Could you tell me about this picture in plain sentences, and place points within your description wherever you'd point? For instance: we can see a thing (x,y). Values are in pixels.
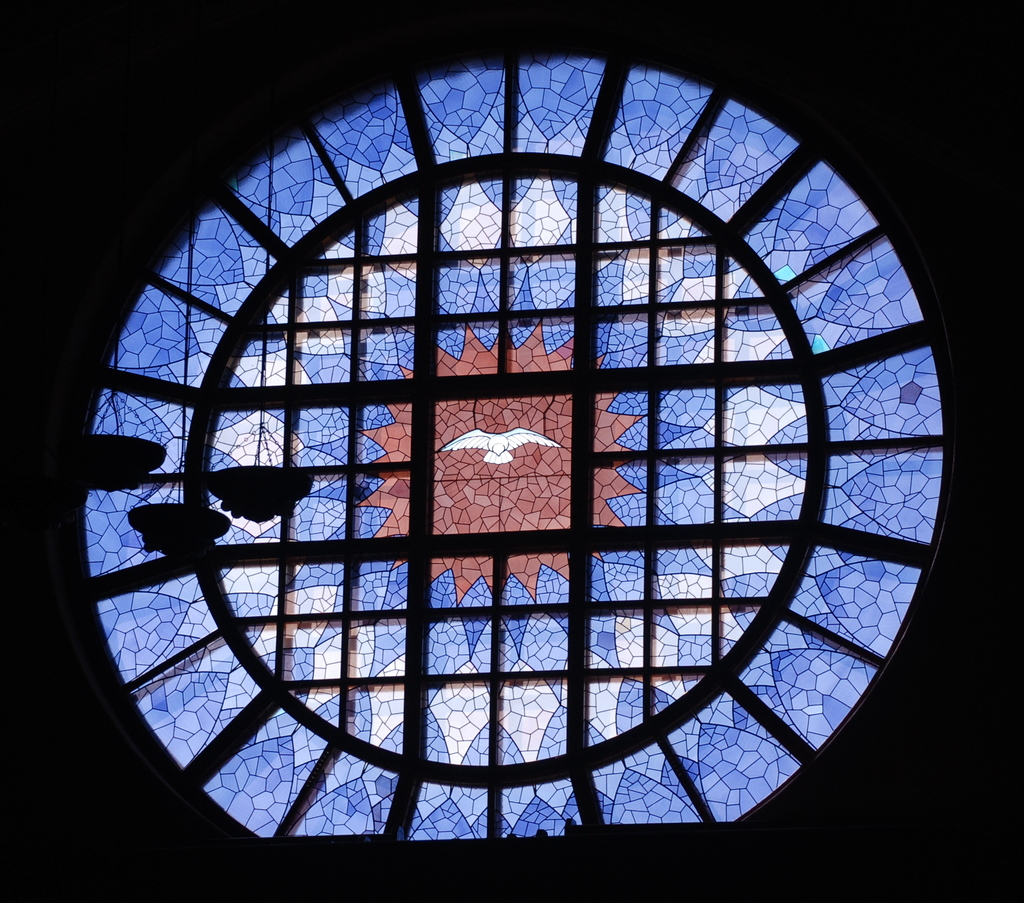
In this image in the center (601,333) there is one glass window (585,318), and on the window (477,281) there is some art (522,309) and fence (582,267).
